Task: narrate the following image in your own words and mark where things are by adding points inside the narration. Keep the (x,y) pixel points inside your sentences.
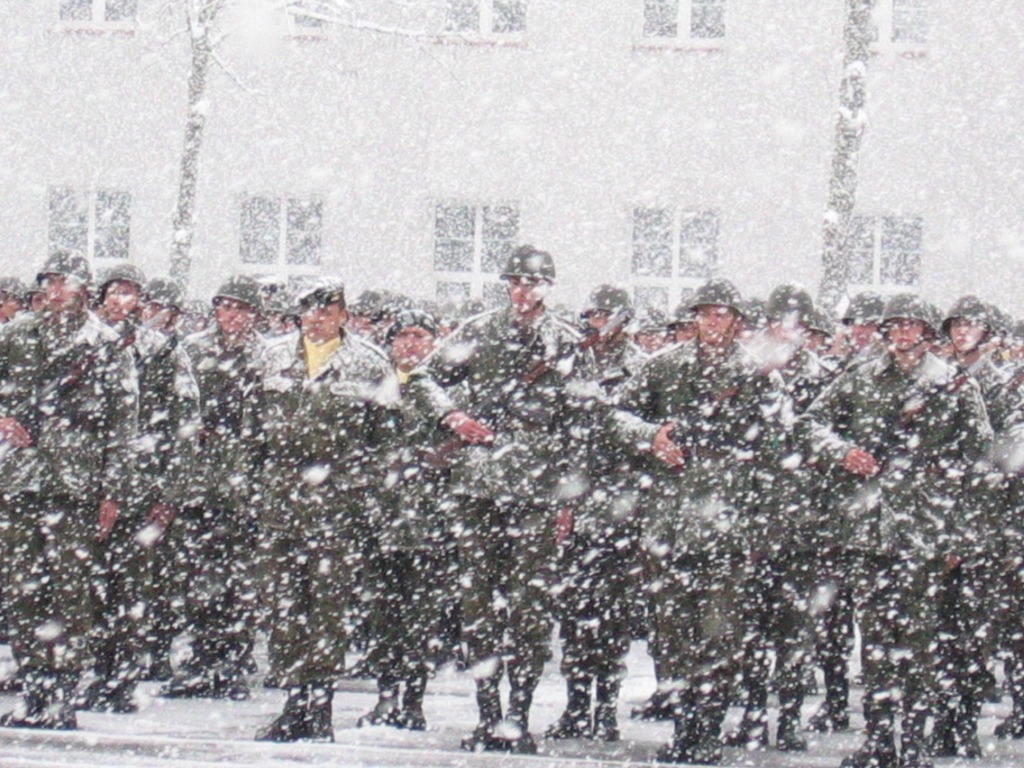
This image consists of many persons (958,337) wearing helmets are standing on the road (656,753). And there is snowfall (378,139). In the background (287,21), there is a building (530,126).
